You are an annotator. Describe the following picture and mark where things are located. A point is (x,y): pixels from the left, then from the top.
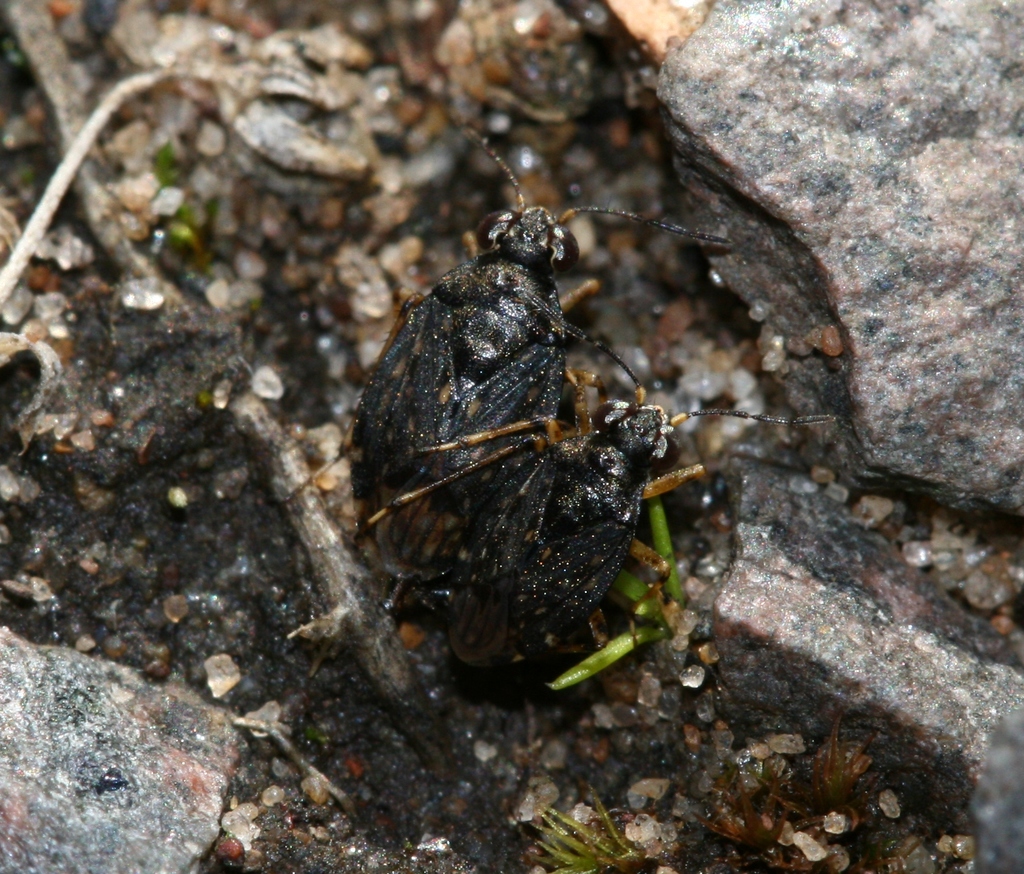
In this image, we can see insects (570,489). Here we can see few stones (962,727).
